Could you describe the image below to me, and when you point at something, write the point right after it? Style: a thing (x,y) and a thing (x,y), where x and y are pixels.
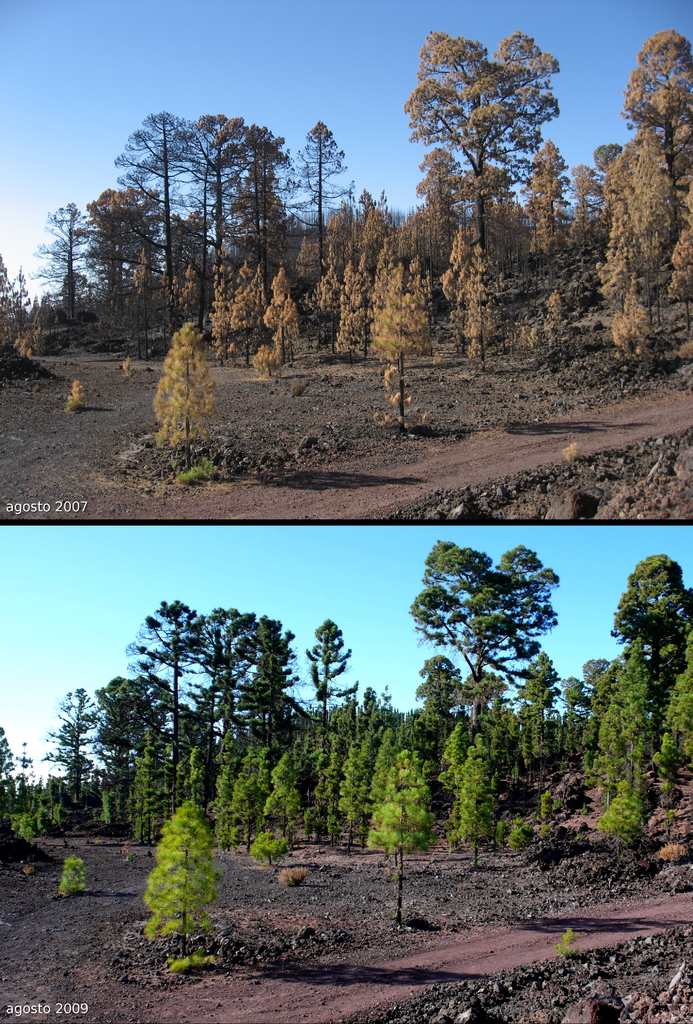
This is an image with collage. In this image we can see a group of trees (378,751), a pathway (519,952), some stones (491,985) and the sky (259,587) which looks clear.
